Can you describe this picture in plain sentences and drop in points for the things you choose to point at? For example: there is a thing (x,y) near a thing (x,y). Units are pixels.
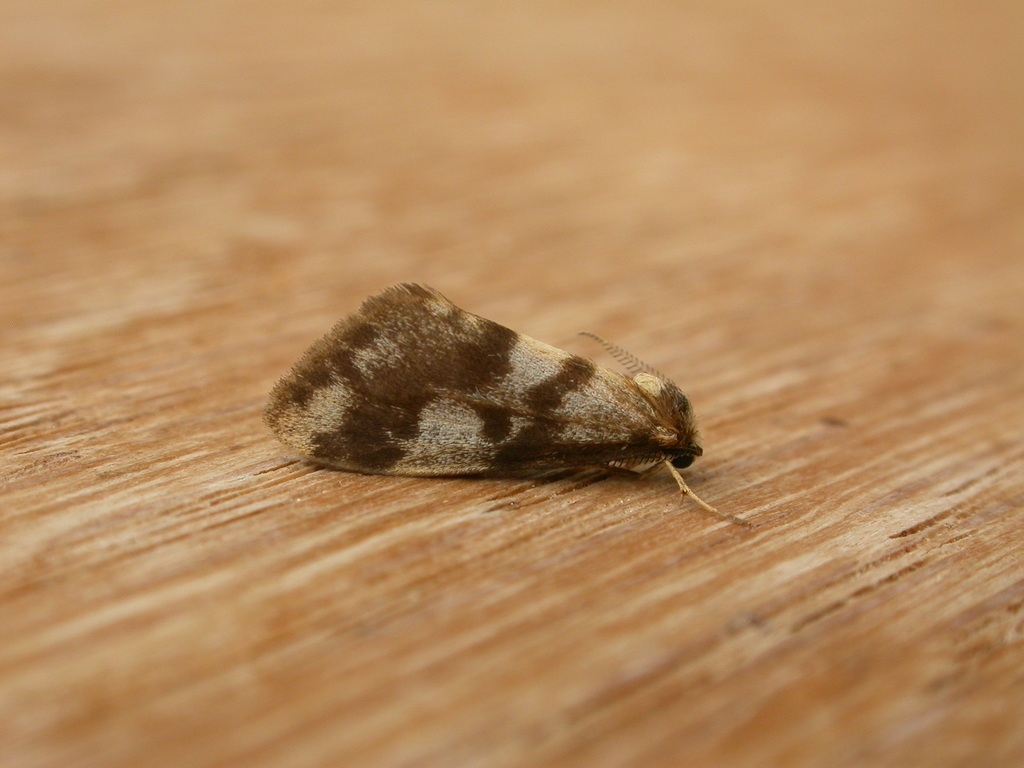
In this picture we can see brown moth (447,444) sitting on the wooden table top (645,585).
